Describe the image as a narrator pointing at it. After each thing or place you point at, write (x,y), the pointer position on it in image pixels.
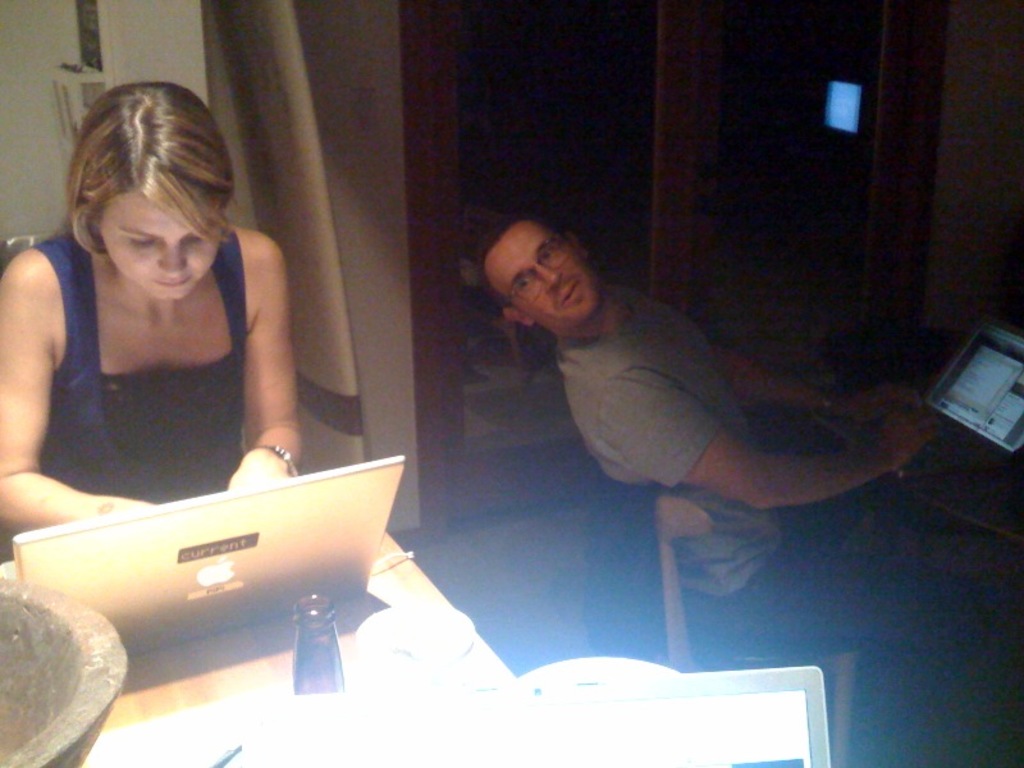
In this picture we can see a woman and a man (841,605) sitting on the chairs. This is the table (415,597). On the table (430,677) there is a bottle (326,644), laptop (211,532). And on the background (35,162) there is a wall (37,81).
